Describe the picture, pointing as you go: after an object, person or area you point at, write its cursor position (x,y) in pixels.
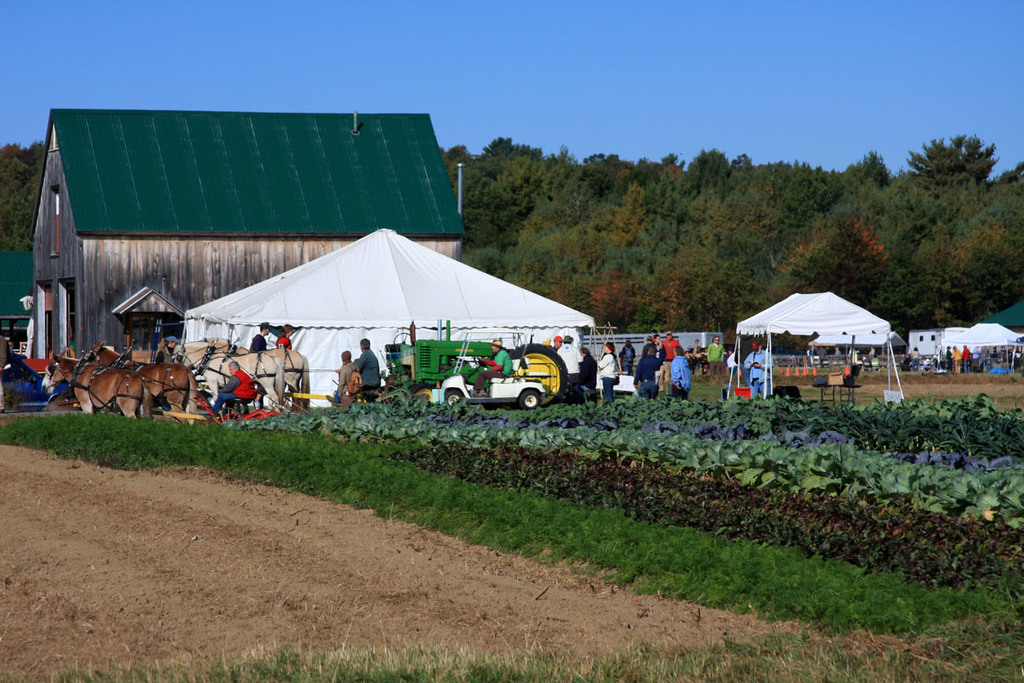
In this image we can see a group of people (641,362) standing on the ground (571,401). One person (483,376) is sitting in a vehicle (506,382). To the left side of the image (139,379) we can see four horses (263,370). In the background (822,322), we can see a group of tents (825,336), shed (141,305), a building (182,304) with windows (39,338) on it, group of trees (849,204) and sky (834,143).
